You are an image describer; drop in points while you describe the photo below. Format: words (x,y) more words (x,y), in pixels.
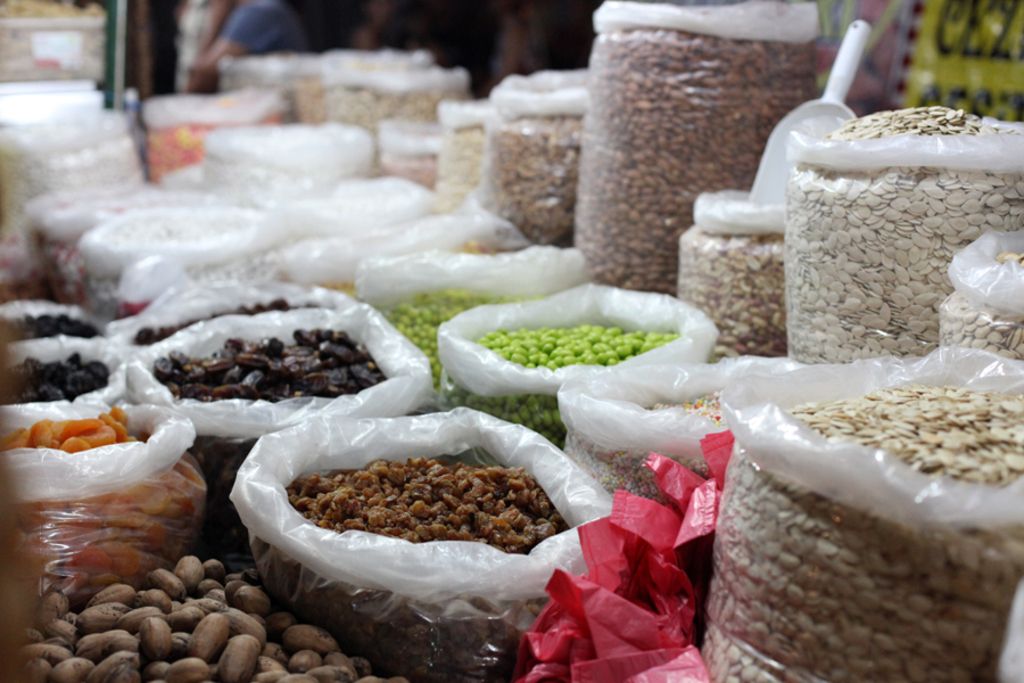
This image consists of grains (511,157) and nuts (766,319) are kept in the plastic bags (652,264). It looks like a shop (402,338). To the left bottom (184,654), there are pecans (185,633). In the middle (343,342), there are dates (306,367).
